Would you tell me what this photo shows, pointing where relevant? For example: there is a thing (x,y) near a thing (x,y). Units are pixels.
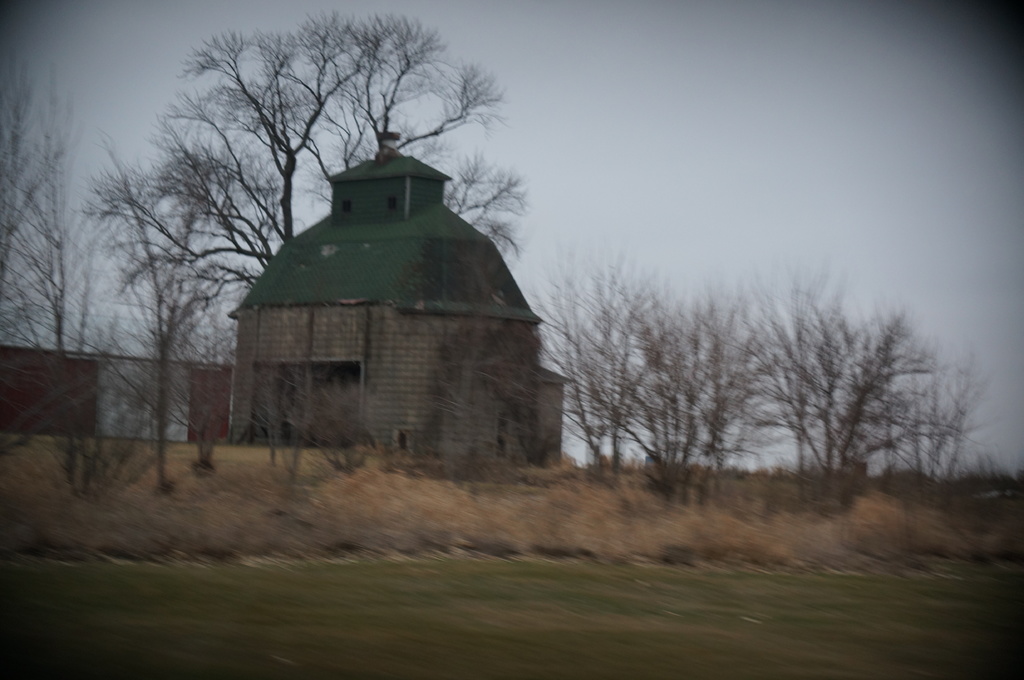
In this image in the front (488,613) there's grass (475,618) on the ground (475,618) and in the center (655,410) there are dry plants (372,500) and there are dry trees (107,347). In the background (515,415) there is a house (366,387) and there is a wall (124,389) and on the top of the house (342,244), the roof (322,239) is green in colour.
